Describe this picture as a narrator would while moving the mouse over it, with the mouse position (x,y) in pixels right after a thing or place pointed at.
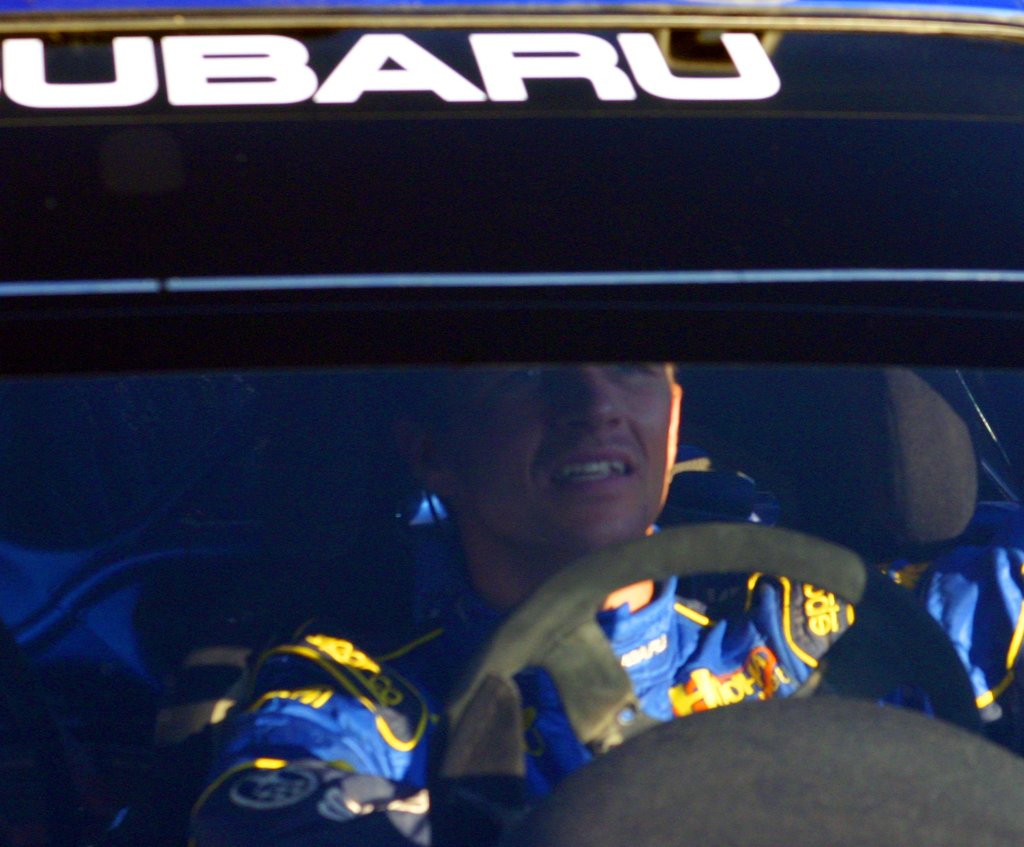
In this picture we can see a man (451,459), he is seated in the car (409,338).
